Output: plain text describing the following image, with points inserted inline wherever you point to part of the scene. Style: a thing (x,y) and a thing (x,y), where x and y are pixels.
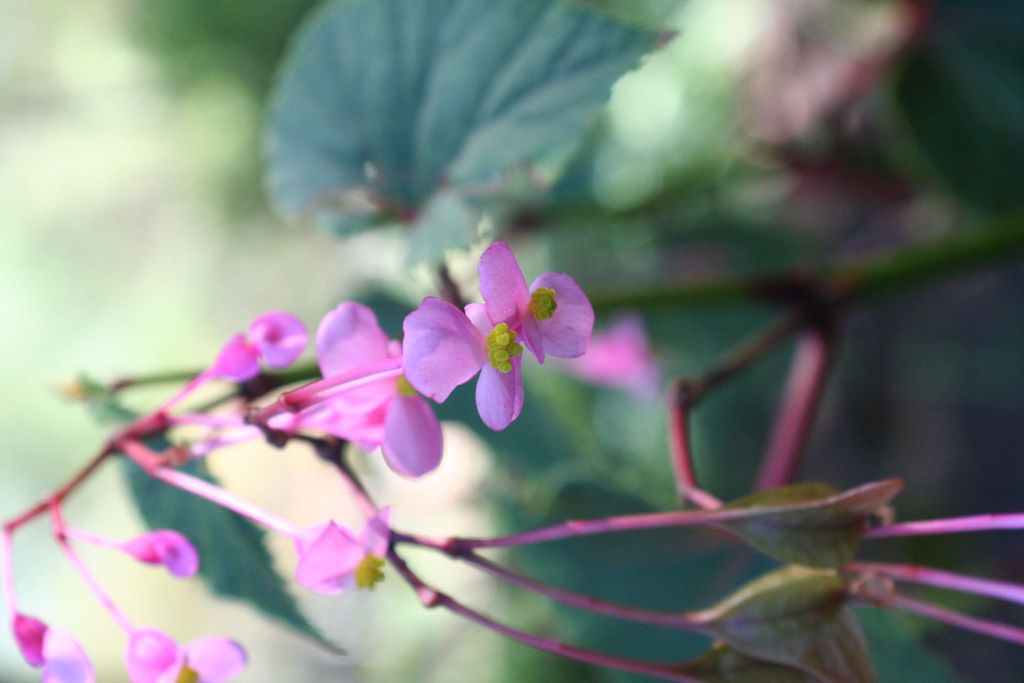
In this picture we can see flowers (186,672) and in the background (488,447) we can see leaves (310,65) and it is blurry.
